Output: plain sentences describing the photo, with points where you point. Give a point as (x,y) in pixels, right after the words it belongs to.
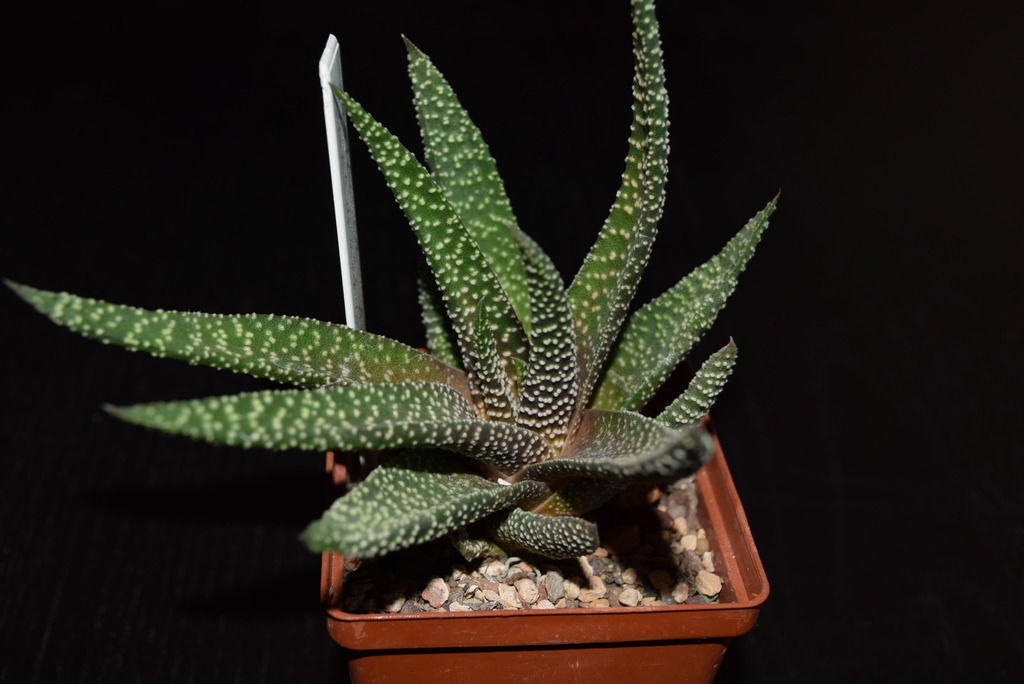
In this picture we can see a plant (433,317), grey object (342,190) and a few stones (463,596) in a flower pot (735,564).
